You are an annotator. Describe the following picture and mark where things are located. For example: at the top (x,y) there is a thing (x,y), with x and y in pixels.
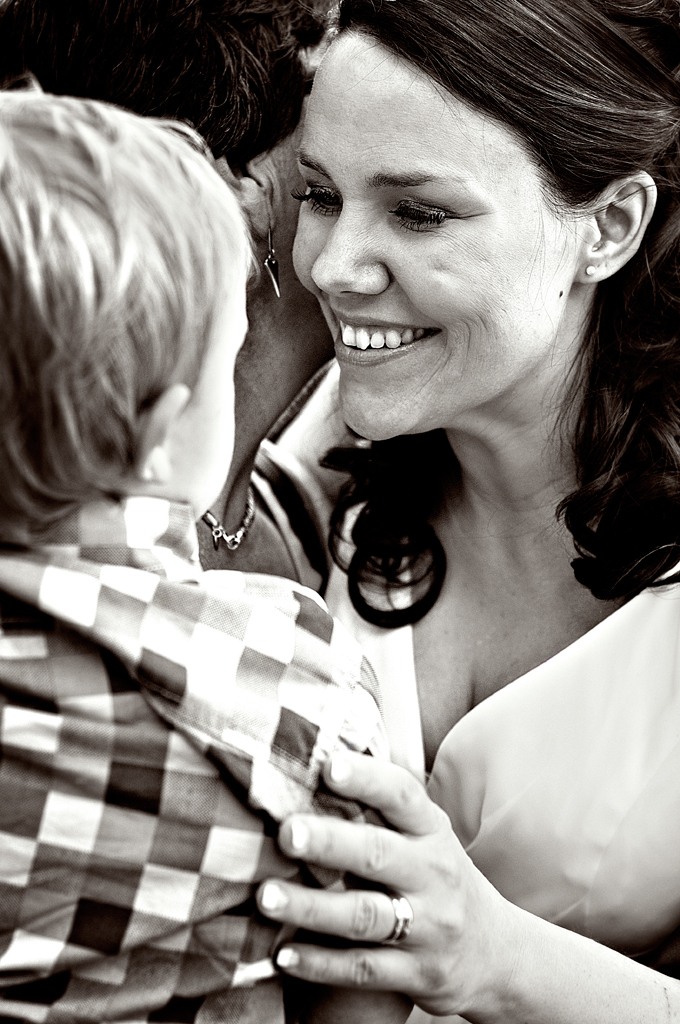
This is a black and white picture. On the right side (458,333) there is a lady (521,355) smiling. On the left side (218,563) there is another lady (263,447) wearing earrings (267,258) and chain (236,545). Also there is a child (159,704) on the left side (71,680).
